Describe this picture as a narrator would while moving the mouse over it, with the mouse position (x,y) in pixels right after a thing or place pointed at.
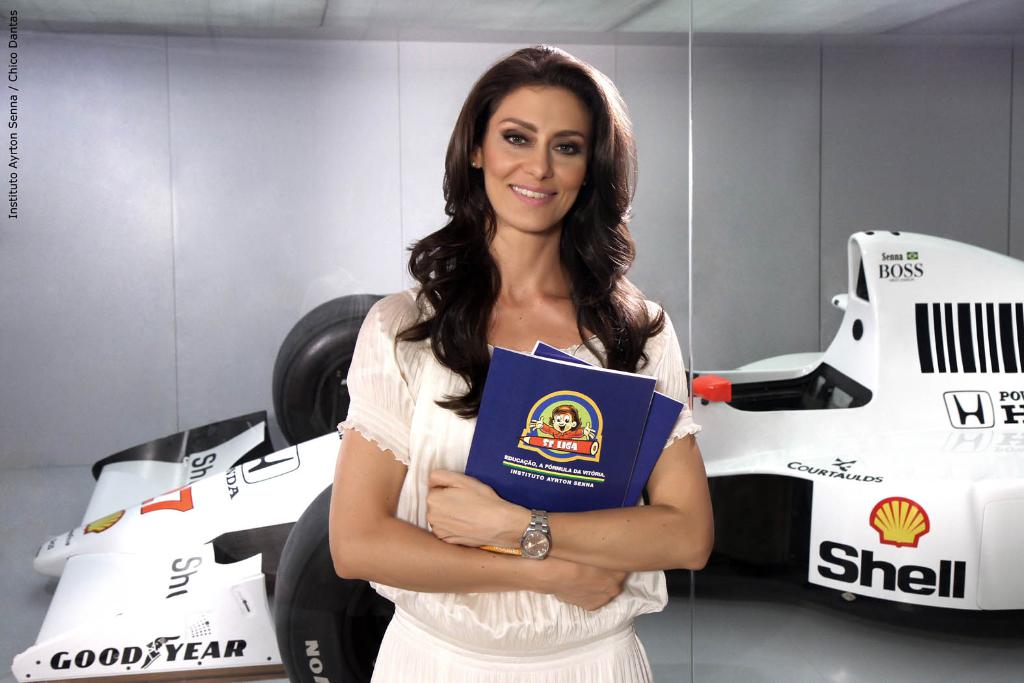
In this image we can see a woman (430,389) smiling and holding the books (616,440), behind her, we can see a white color vehicle (44,669) and in the background (331,214), we can see the wall (323,228).
